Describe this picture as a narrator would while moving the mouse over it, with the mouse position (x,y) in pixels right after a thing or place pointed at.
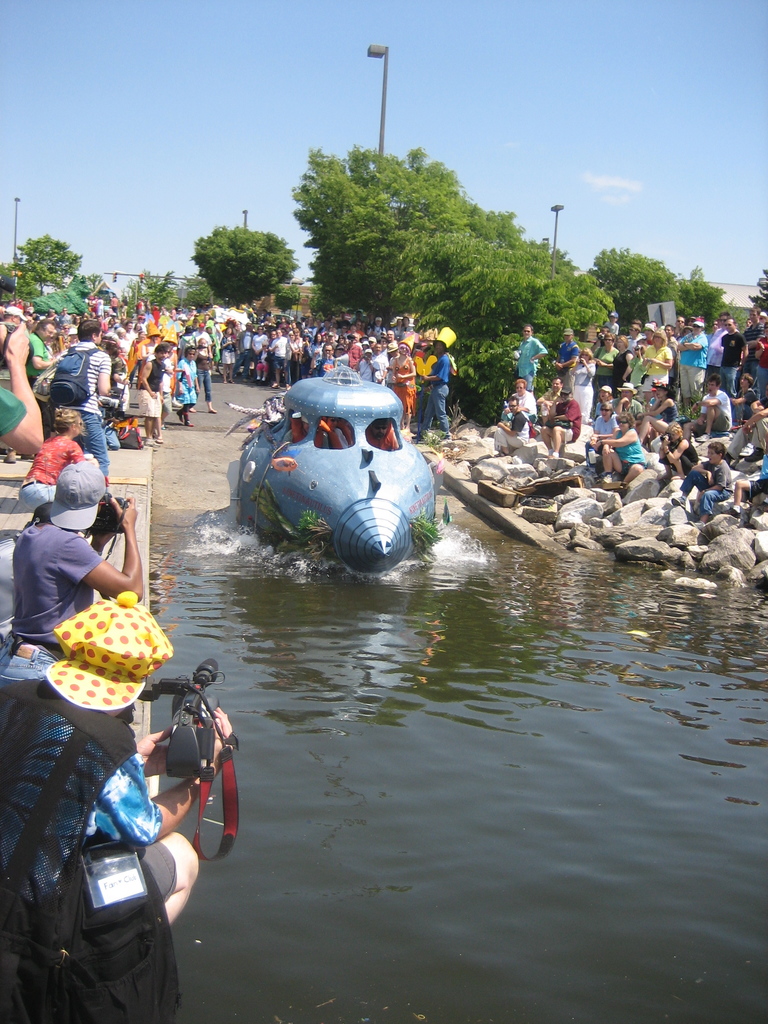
There is water (465,805). On the water (407,643) there is a boat (385,476). There are many people (102,587). Some are wearing caps (85,629) and bags (74,378). Also there are some people (107,589) holding camera (177,709). On the right side (576,447) there are rocks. In the back (213,212) there are trees (374,246), poles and sky (444,80).
